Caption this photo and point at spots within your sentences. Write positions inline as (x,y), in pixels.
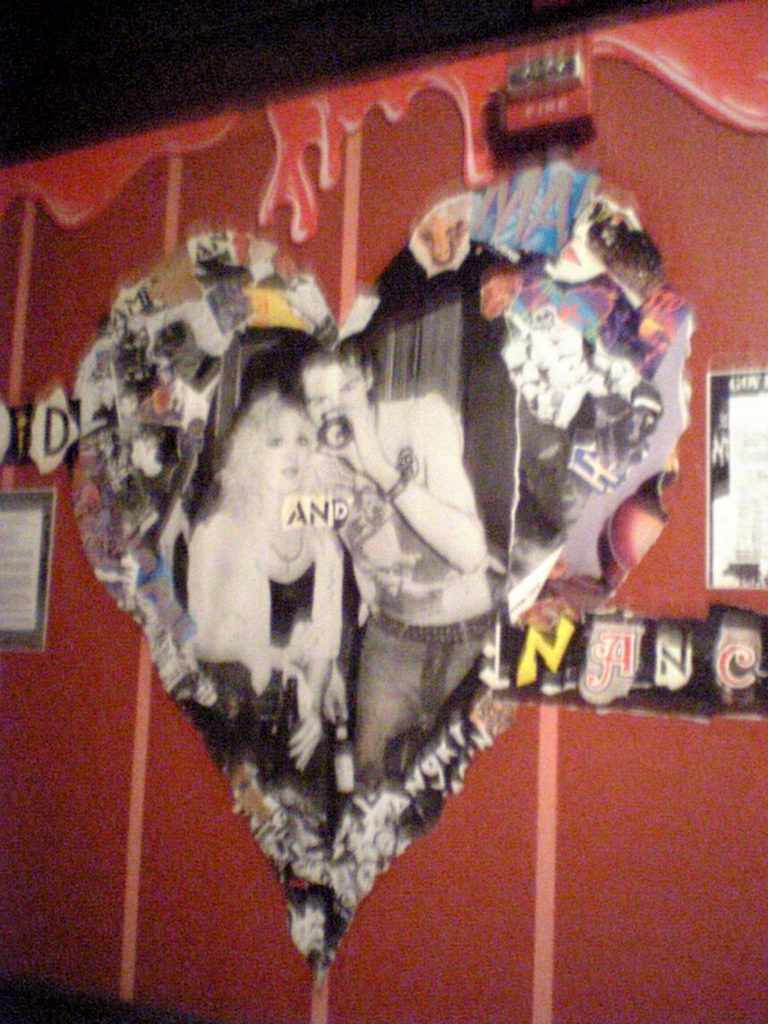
In this picture we can see the posters (391,569) on the wall (33,777). At the top (200,79), the image is dark.
